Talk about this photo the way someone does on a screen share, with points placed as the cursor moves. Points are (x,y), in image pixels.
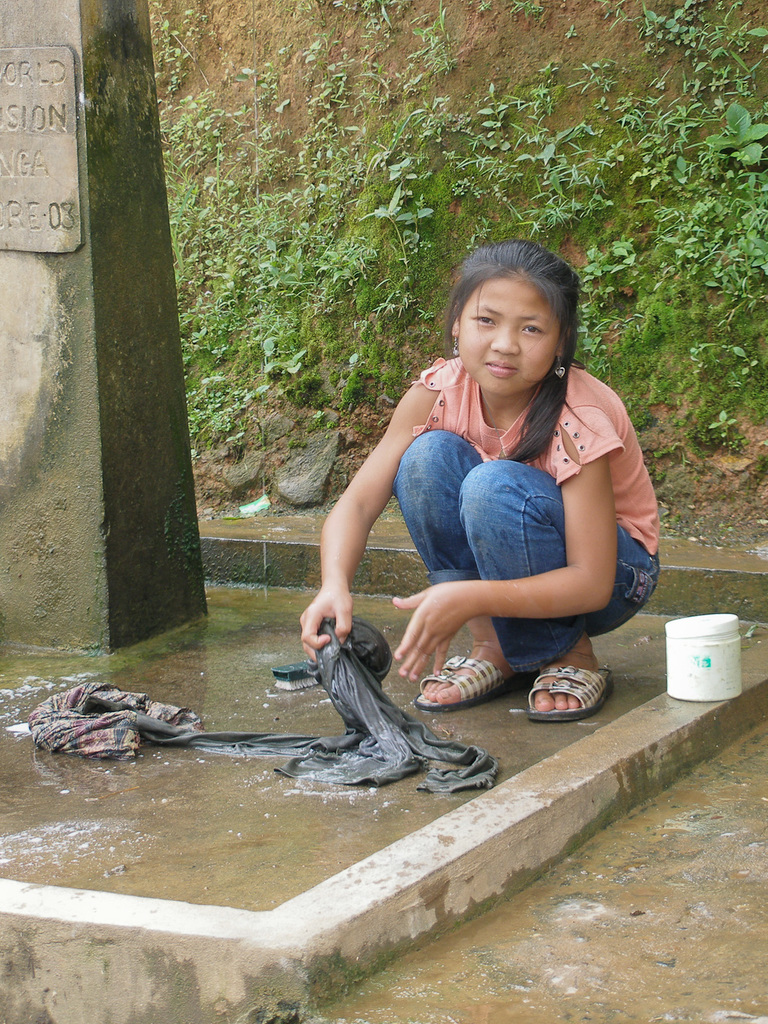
In the foreground of this image (469,415), there is a girl (497,395) squatting and holding a wet cloth (381,692) in her hand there is a white box (684,686) and a brush (297,674) beside her. There is a pillar (106,253) on the left (92,281). In the background (572,228), there is grass (691,186) and the plants (726,197) on a slope ground (325,54).
